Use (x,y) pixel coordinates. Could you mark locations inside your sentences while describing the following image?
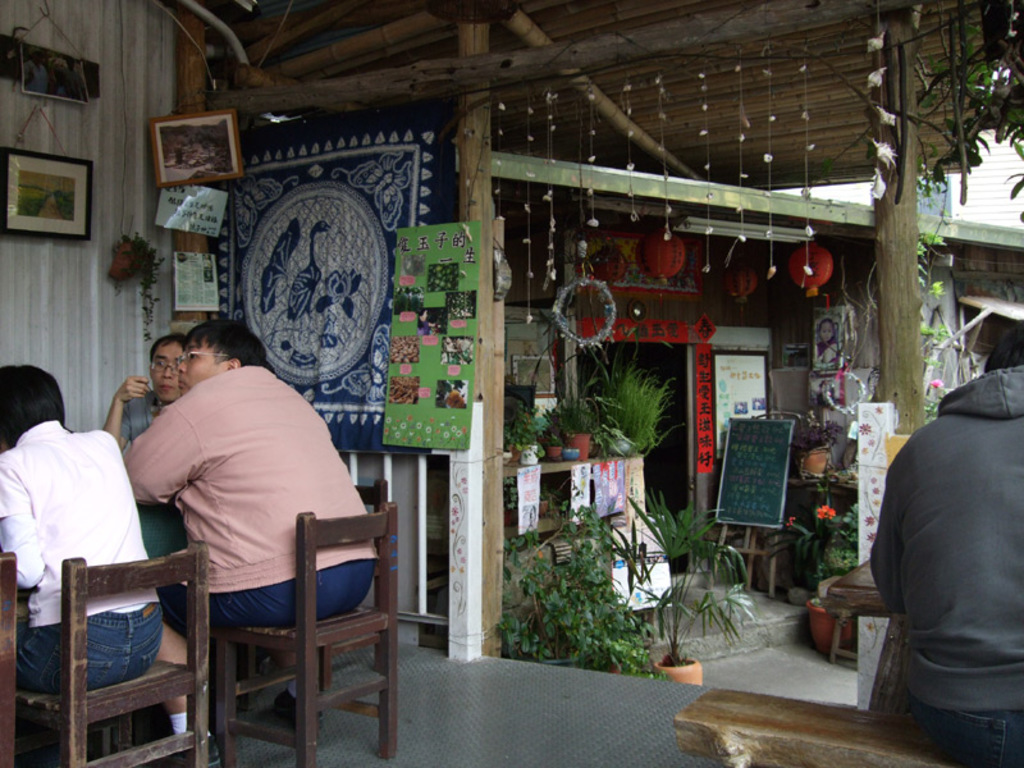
There are people (273,618) sitting on chairs (273,632) in front of a wooden building (473,508).
